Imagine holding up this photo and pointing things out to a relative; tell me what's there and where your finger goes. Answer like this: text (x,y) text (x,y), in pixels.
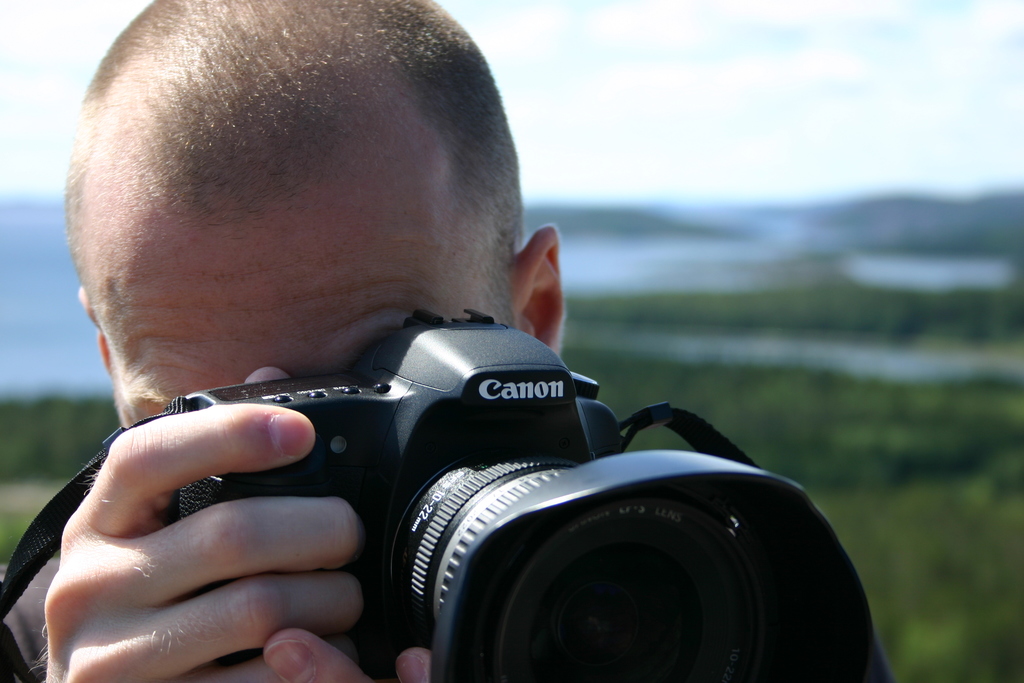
A guy (437,114) who has a little bald head (270,216) is holding a canon black camera (413,417) and clicking the images. In the background (754,375) we observe a river (695,285) and few small trees (887,386).
